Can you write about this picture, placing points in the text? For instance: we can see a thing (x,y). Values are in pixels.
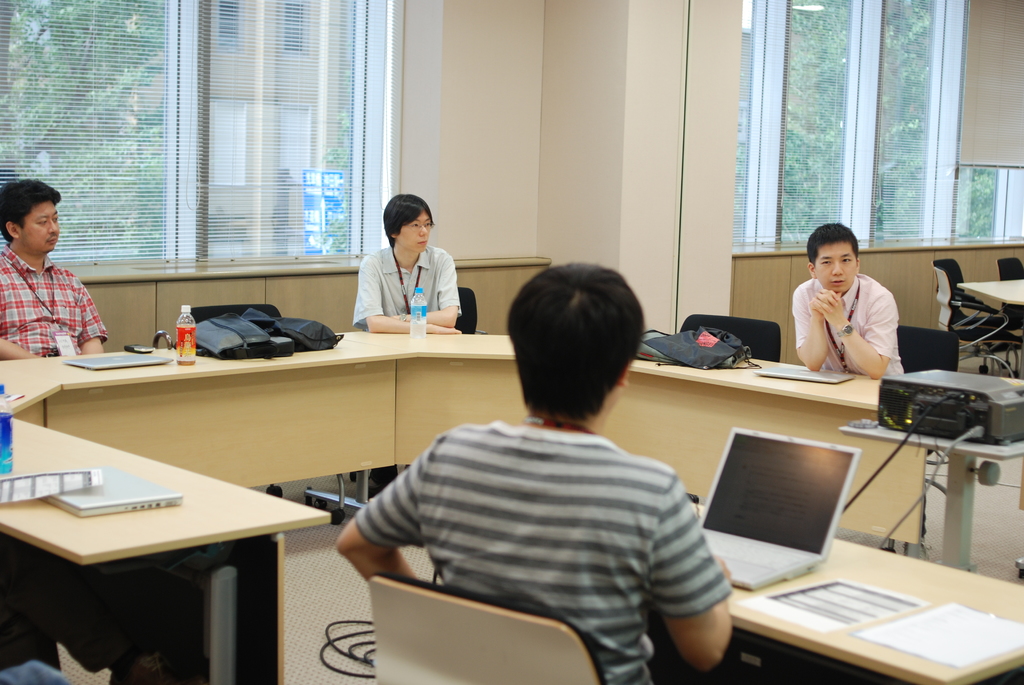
These persons (881,341) are sitting on the chair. We can see tables (514,401), On the table (341,343) we can see bag (224,330), bottle (178,339), laptop (748,496). On the background (172,333) we can see wall (577,83), window (73,71). This is floor (307,615).
